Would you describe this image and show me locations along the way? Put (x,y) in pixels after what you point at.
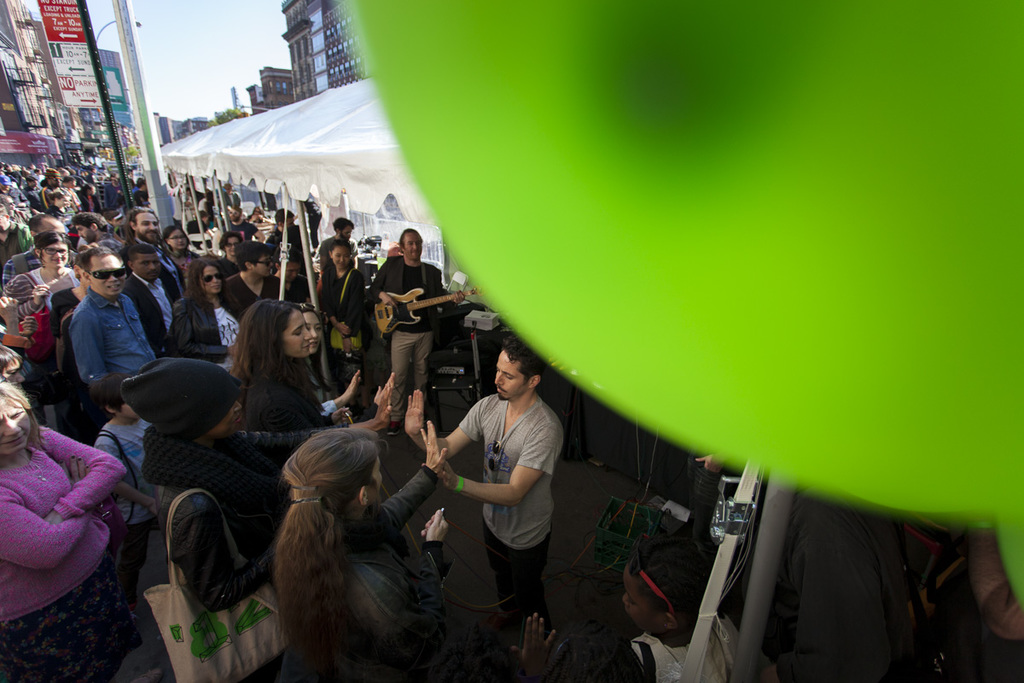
In this image I can see group of people (440,479) some are standing and some are walking. The person (10,554) in front (23,537) is wearing pink color shirt (2,542), background (241,155) I can see a tent (233,171) in white color, few banners (61,79) in multicolor, buildings (23,76) in white, cream and brown color, and the sky (256,42) is in white color.
